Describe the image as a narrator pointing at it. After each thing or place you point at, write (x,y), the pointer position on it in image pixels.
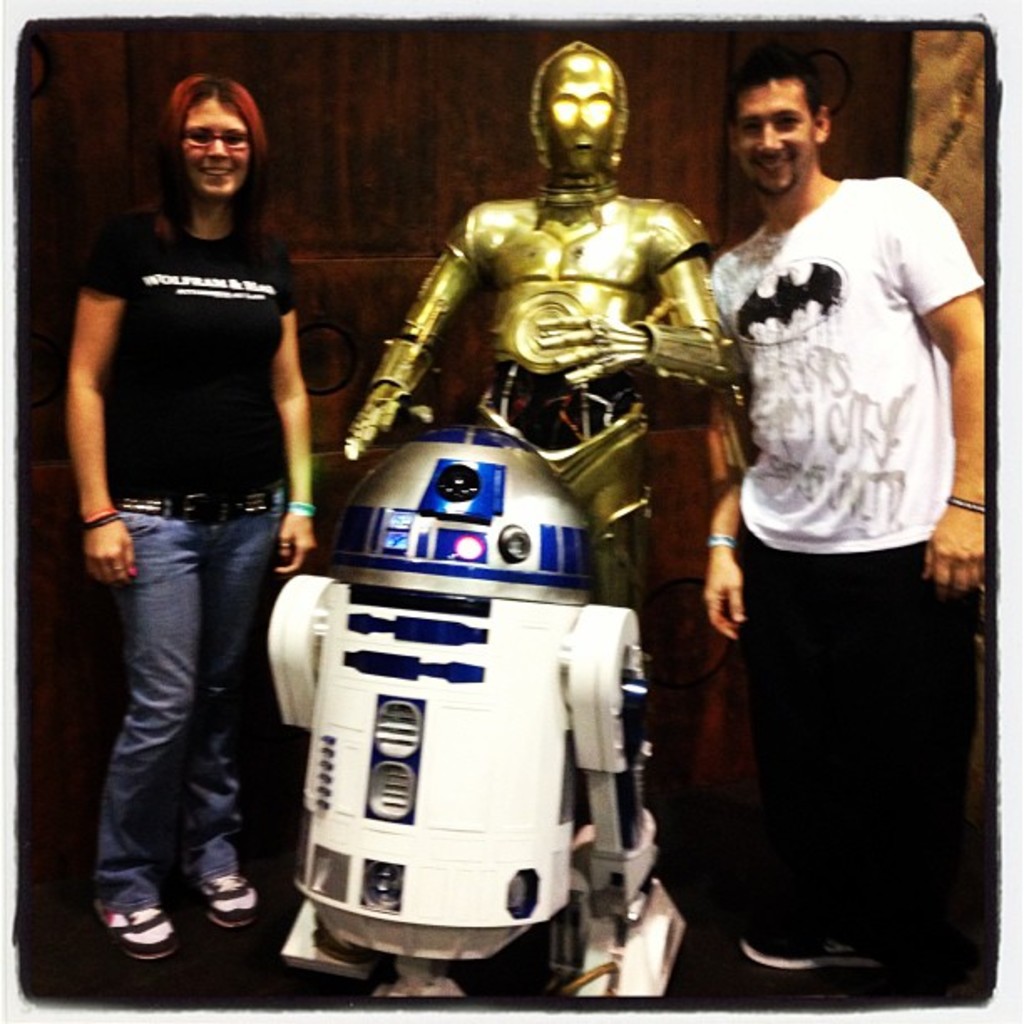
In this image there is a photograph (834,333), there is a man (827,396) standing towards the right of the image (844,499), there is a woman (201,488) standing towards the left of the image (140,324), there is a robot (572,224), there is an object (394,646) towards the bottom of the image (502,796), at the background of the image (361,67) there is a wooden wall (459,122).
